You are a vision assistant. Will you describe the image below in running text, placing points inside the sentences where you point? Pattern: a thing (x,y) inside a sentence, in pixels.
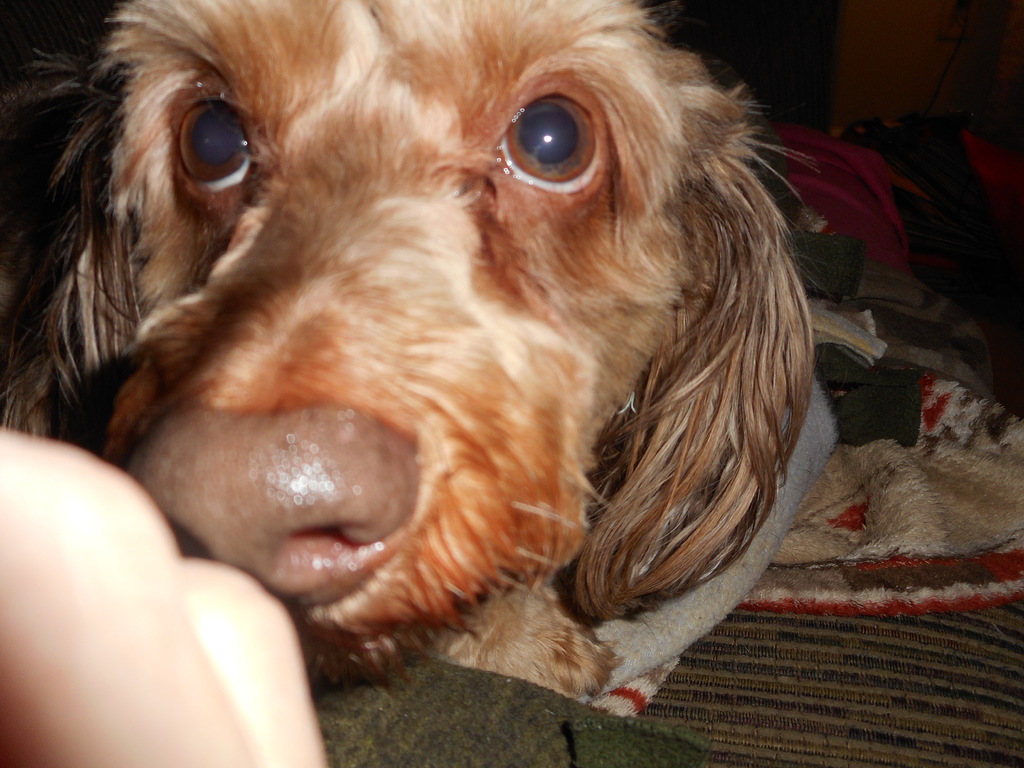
In this picture I can observe a dog (469,386) which is in brown and black color. In the bottom left side (100,611) I can observe a human hand (87,660). The background (865,171) is dark.
